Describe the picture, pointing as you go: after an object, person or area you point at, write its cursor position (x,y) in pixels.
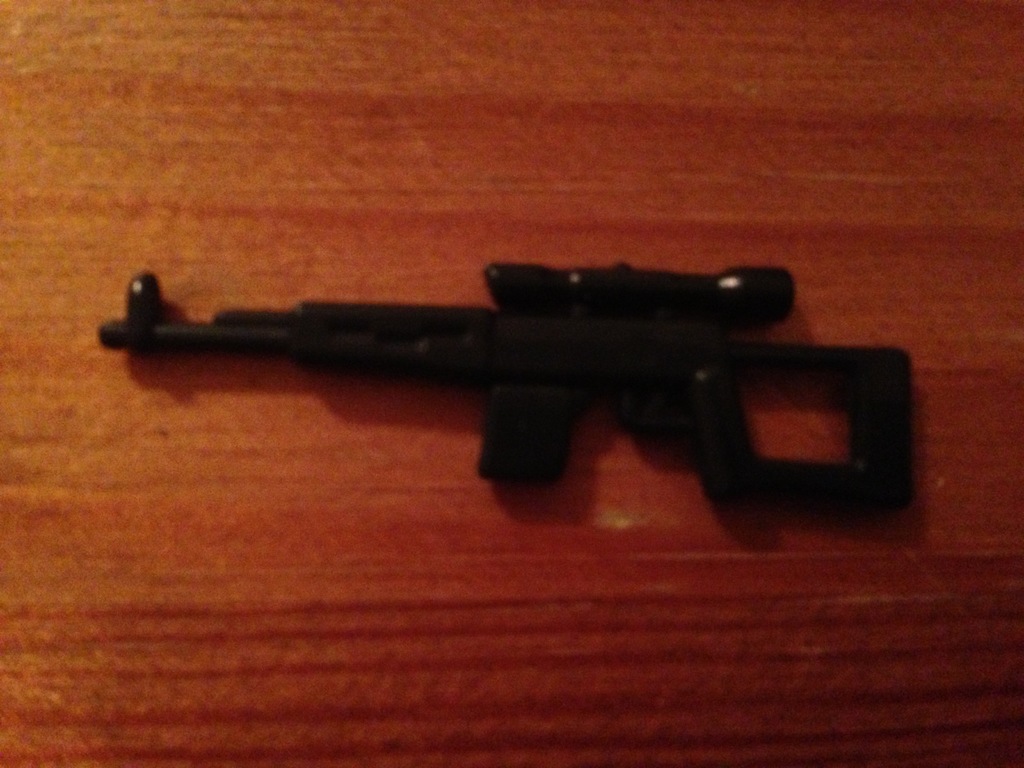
In this image there is a gun (741,309) on the floor (292,122).
